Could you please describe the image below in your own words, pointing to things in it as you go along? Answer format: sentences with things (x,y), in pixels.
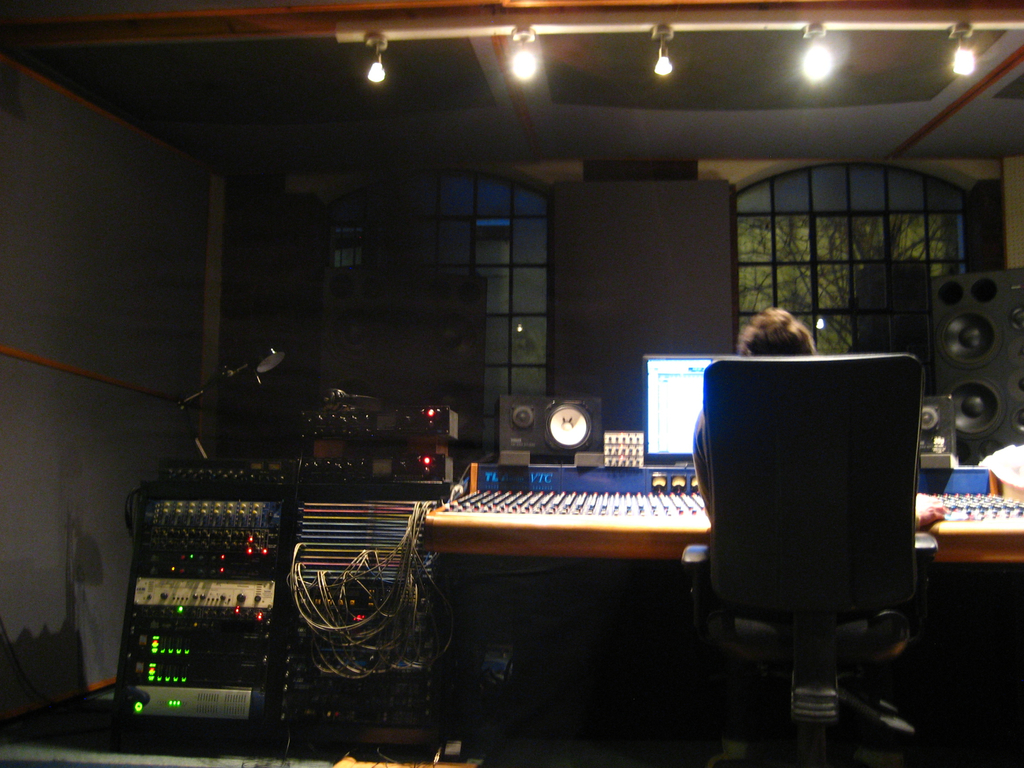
In this picture there is a person (803,337) sitting on a chair (806,366) and we can see devices (578,480), speakers (528,440) and monitor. In the background of the image (535,301) we can see wall (604,240) and windows (865,327). At the top of the image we can see lights (1013,26).
